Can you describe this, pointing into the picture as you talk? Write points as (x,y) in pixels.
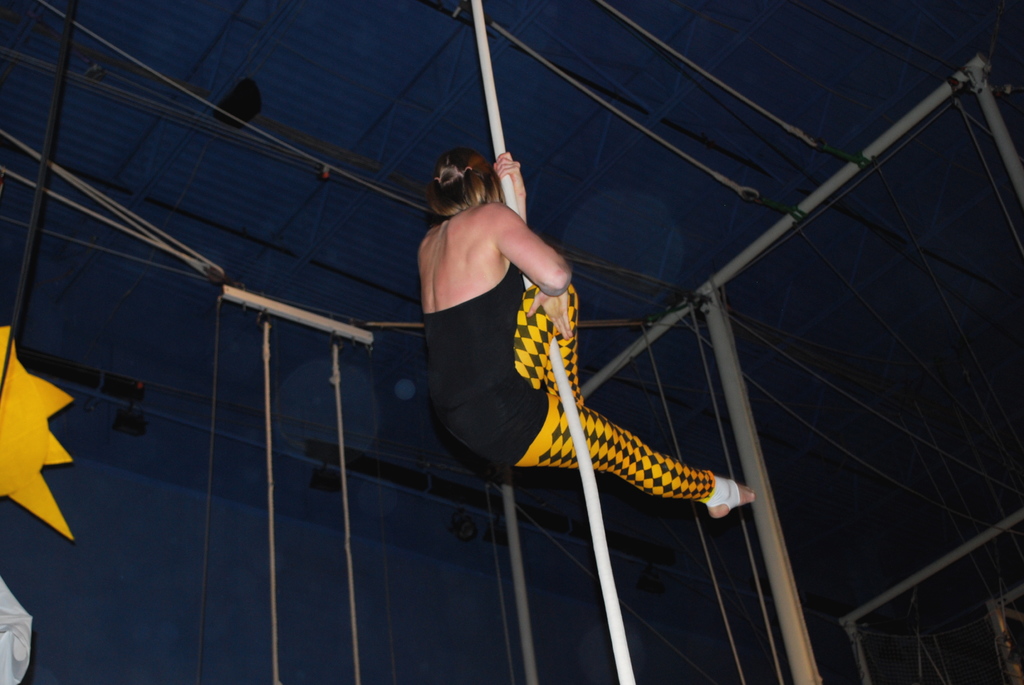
In this image I can see a woman (476,382) wearing black and yellow colored dress (557,432) is climbing a white colored rope (570,393). In the background (392,63) I can see the blue colored ceiling (340,95), few white colored ropes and few white colored metal rods (732,383).
